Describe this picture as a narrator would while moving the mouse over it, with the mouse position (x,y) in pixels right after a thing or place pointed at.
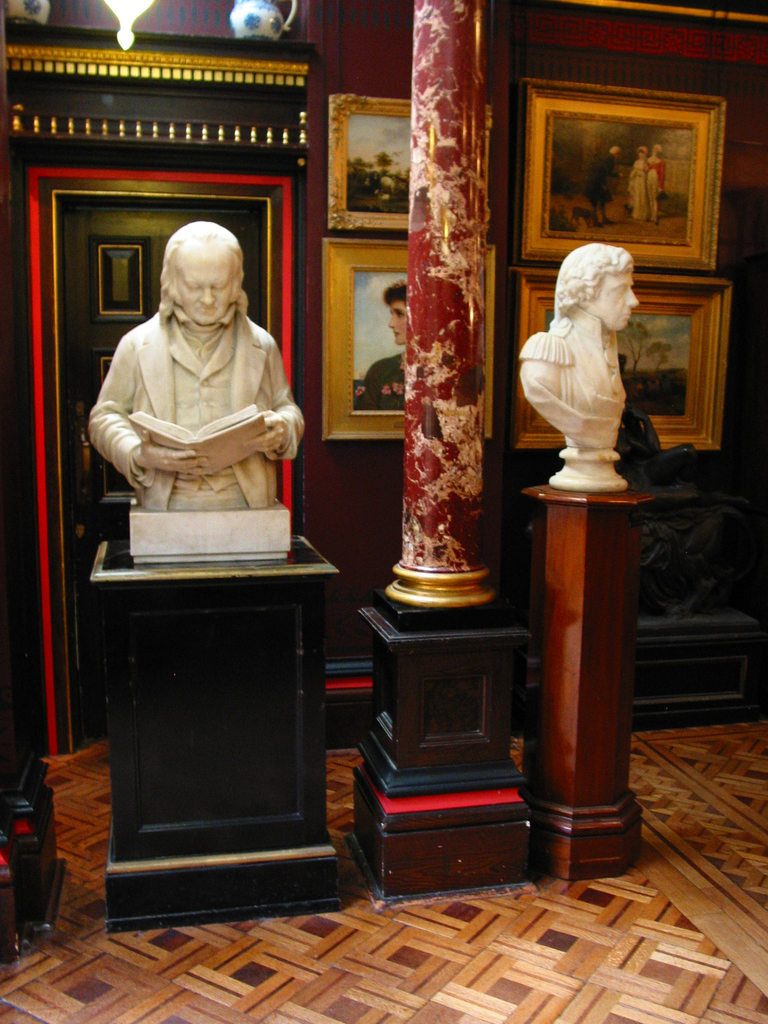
This image is taken indoors. At the bottom of the image (374,978) there is a floor (528,924). In the background (239,120) there is a wall (356,67) with carvings (221,79) and picture frames (354,115) on it. There is a door (107,331). In the middle of the image (411,445) there is a pillar (425,379). There is a sculpture (159,325) of a man (180,322) holding a book (167,438) in his hands (171,460).
